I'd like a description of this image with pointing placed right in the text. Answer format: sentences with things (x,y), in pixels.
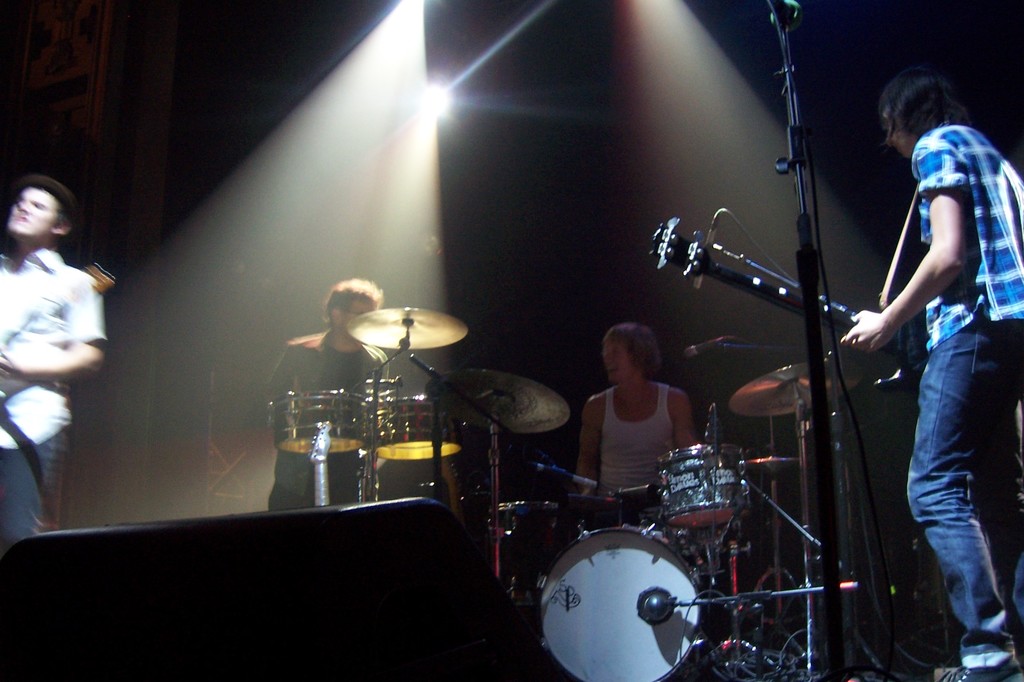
On the stage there are four people (946,443). To the right (985,276) there is a man (975,220) with blue checks shirt (1003,261) is standing and playing guitar (913,331). And the man (641,441) with the white dress (632,445) is sitting and playing drums (644,522). And the other man (337,383) is also playing drums (339,435). To the left side (50,346) a man (69,332) with white shirt (26,318) is also playing guitar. On the top (408,76) there are lights (411,80).
